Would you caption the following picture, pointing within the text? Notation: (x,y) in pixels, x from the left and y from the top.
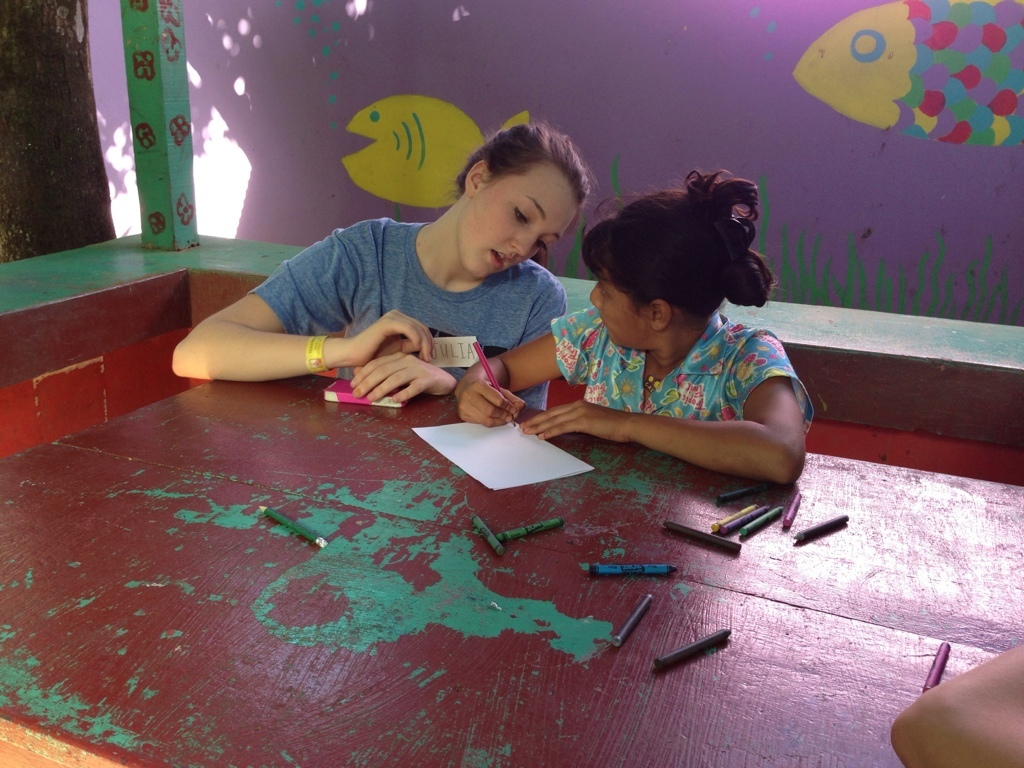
In this image we can see two persons (532,321) wearing ash and multi colors T-shirts (474,327) sitting on bench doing sketch, there are some sketch pens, paper (537,440) on the table (279,502) and in the background of the image (439,57) there is a wall (261,73) and there are some fish paintings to it.
